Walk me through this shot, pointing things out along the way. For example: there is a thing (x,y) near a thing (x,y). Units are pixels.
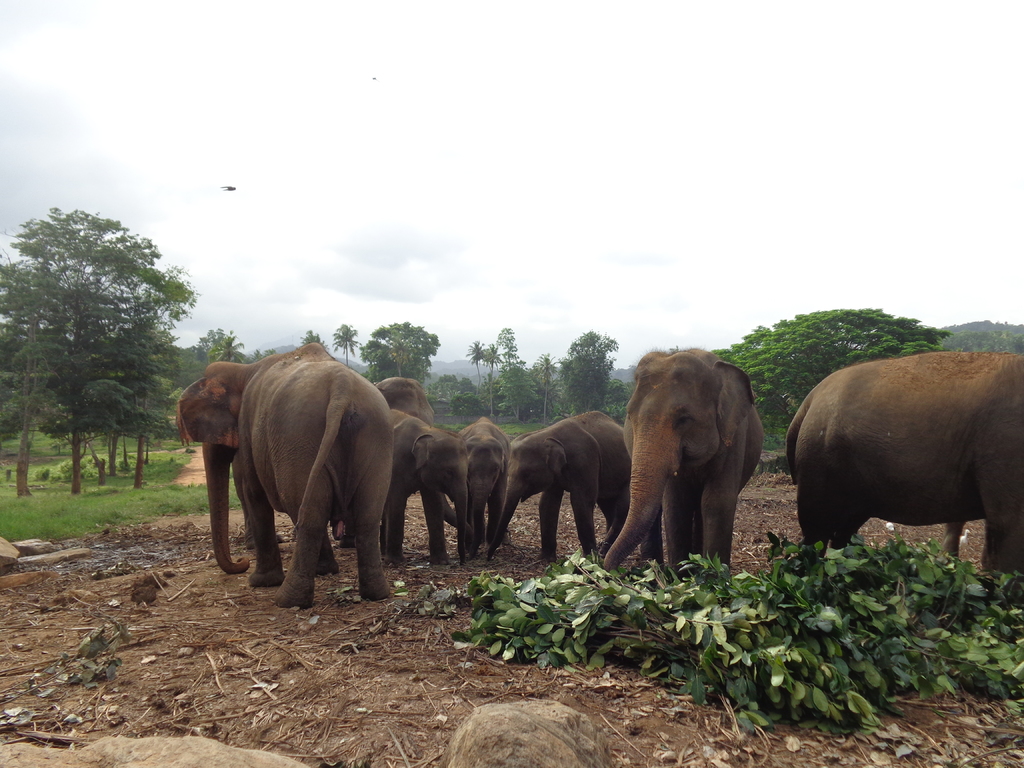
In this image, we can see some trees (138,338) and elephants (265,409). There are leaves (831,636) on the ground (487,664). There is a sky (495,62) at the top of the image (467,64).
